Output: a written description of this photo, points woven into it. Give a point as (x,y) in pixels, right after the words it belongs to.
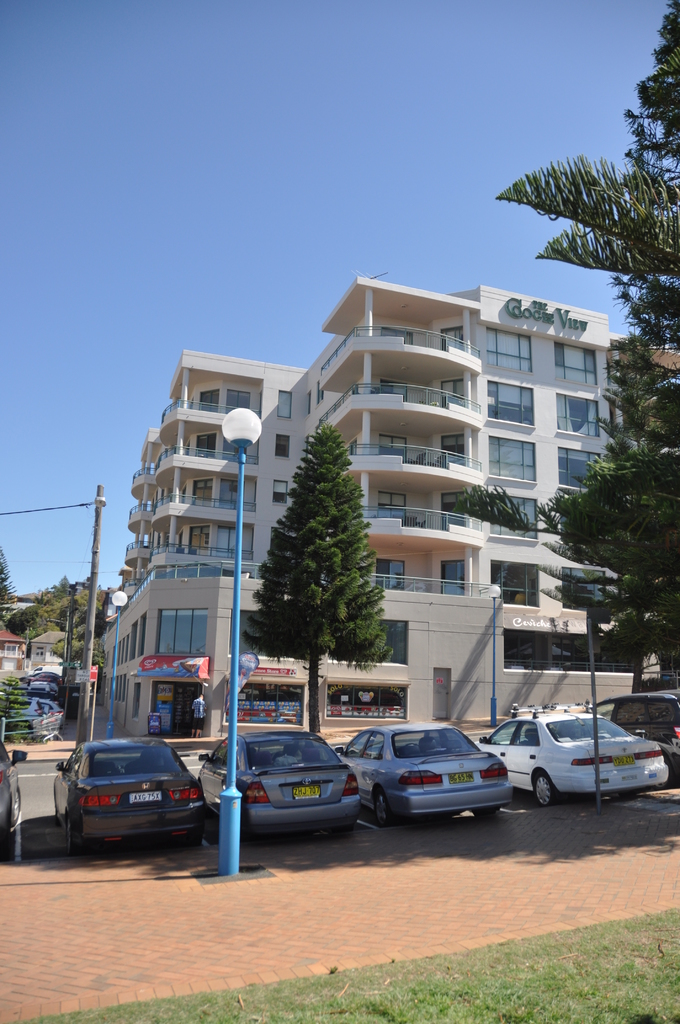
In this image I can see the grass (581,998). I can see the vehicles (289,814). In the background (258,610), I can see the trees (654,579), buildings (532,467) and the sky (309,149).
